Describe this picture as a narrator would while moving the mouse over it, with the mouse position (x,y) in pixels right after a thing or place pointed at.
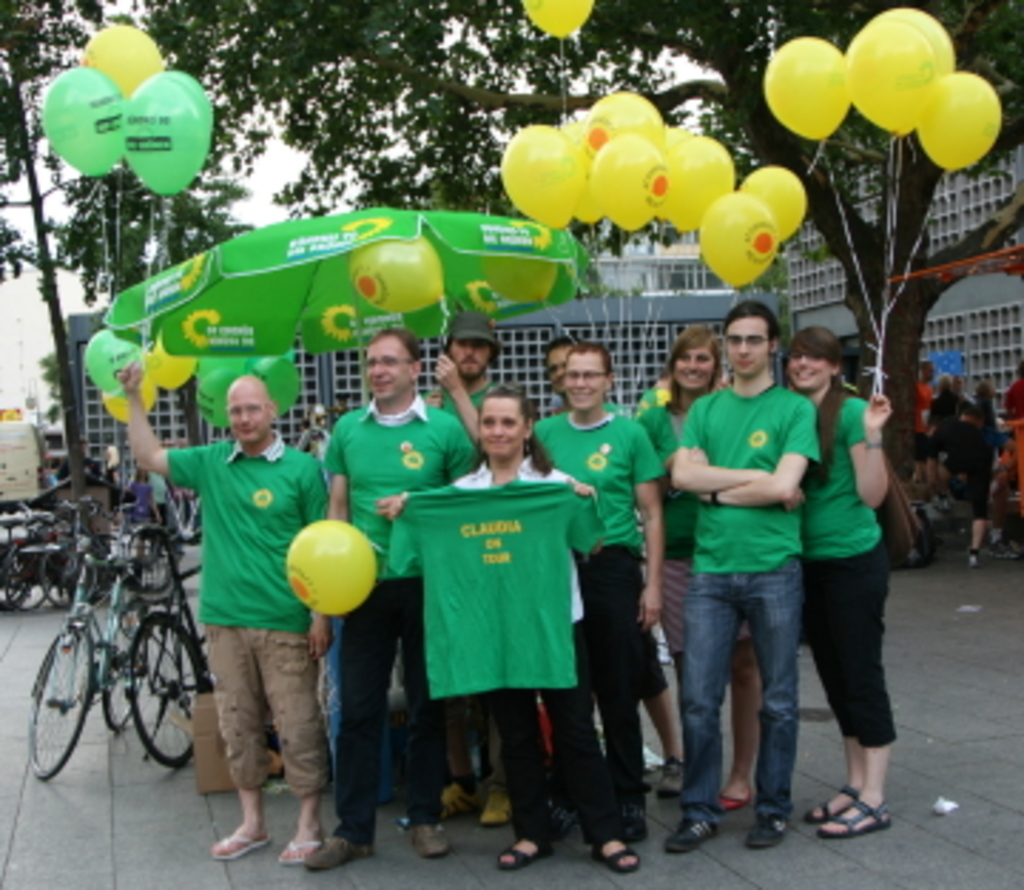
In this image we can see few people (478,457) standing. Some are holding balloons (747,257). And one lady (440,511) is holding a t shirt (478,573). In the back (281,290) there is an umbrella (322,318). Also there are cycles (103,542). In the background (669,261) there are trees (392,105), buildings (658,320) and sky (270,146). And one person (479,340) is wearing a cap (480,323).
